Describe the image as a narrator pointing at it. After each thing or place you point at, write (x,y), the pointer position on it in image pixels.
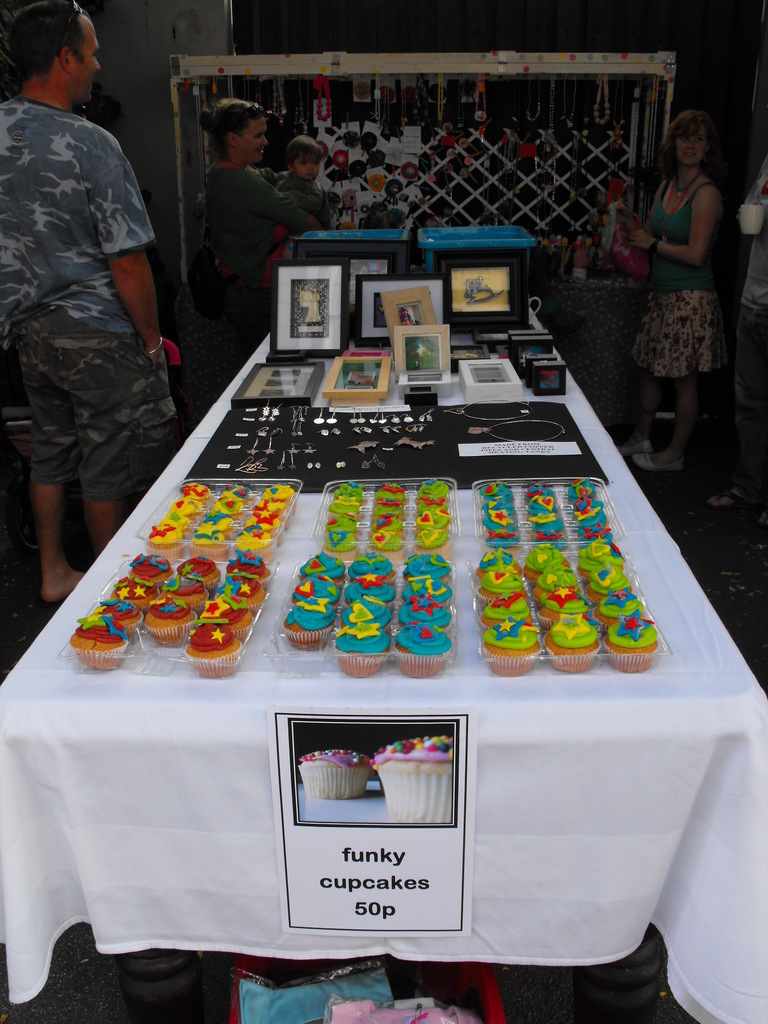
Here we can see few persons (673,214) standing in front of a table (182,459) and on the table (169,802) we can see few items (332,420) and also in box (152,666) there are cupcakes (156,573). This is a white cloth (119,820) on the table (168,1023). This is a basket (361,1002). Here we can see one woman (234,209) is holding a baby (304,176) in her hands (294,220).
